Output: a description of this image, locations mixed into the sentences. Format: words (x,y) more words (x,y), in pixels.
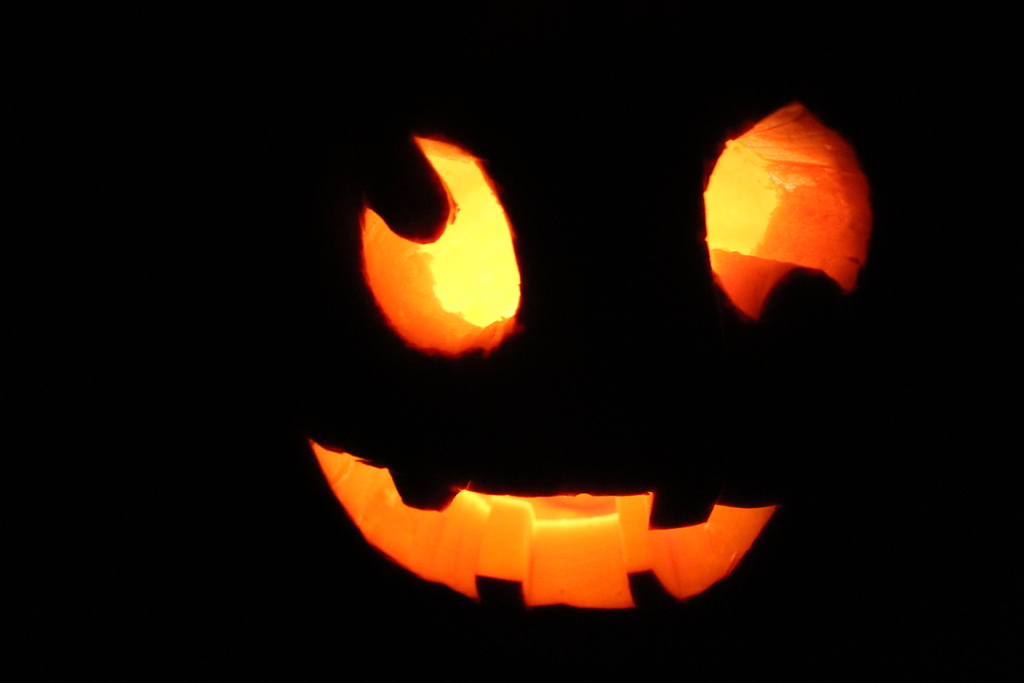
In the center of the image (470,387), we can see a Halloween pumpkin (445,364).
